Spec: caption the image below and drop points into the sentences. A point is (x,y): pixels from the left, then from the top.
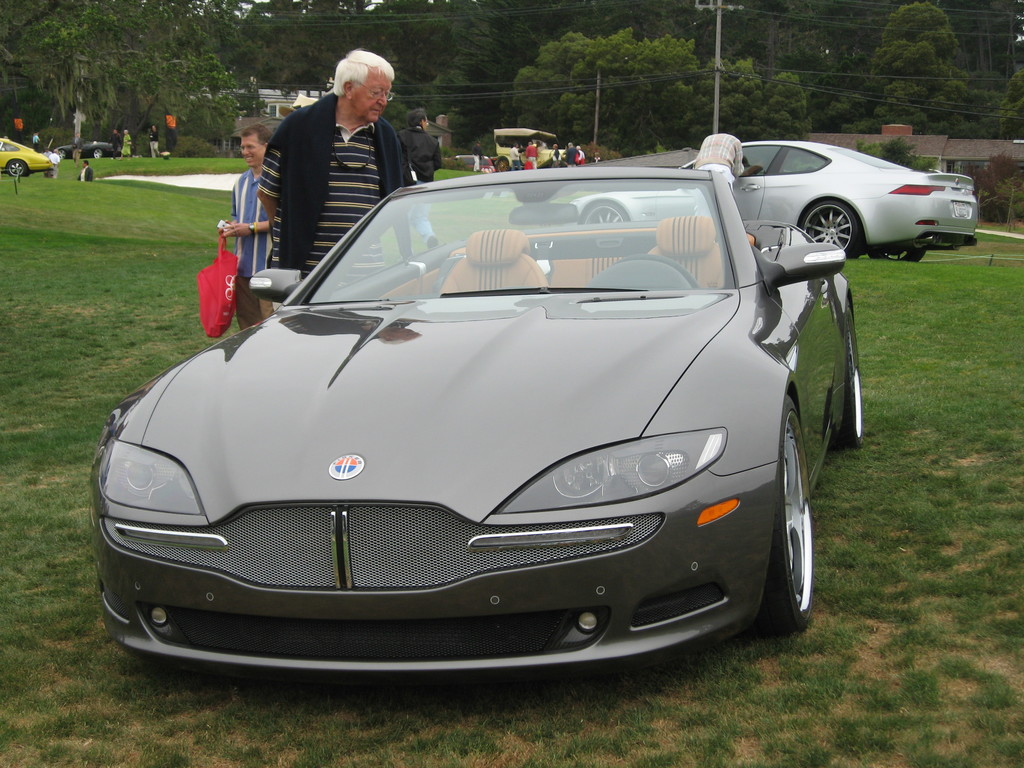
This is an outside view. On the ground (322,734), I can see the grass (852,742). Here I can see few vehicles (697,452) and people (266,166) on the ground (162,245). In the background (394,108) there is a pole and many trees (296,54).
